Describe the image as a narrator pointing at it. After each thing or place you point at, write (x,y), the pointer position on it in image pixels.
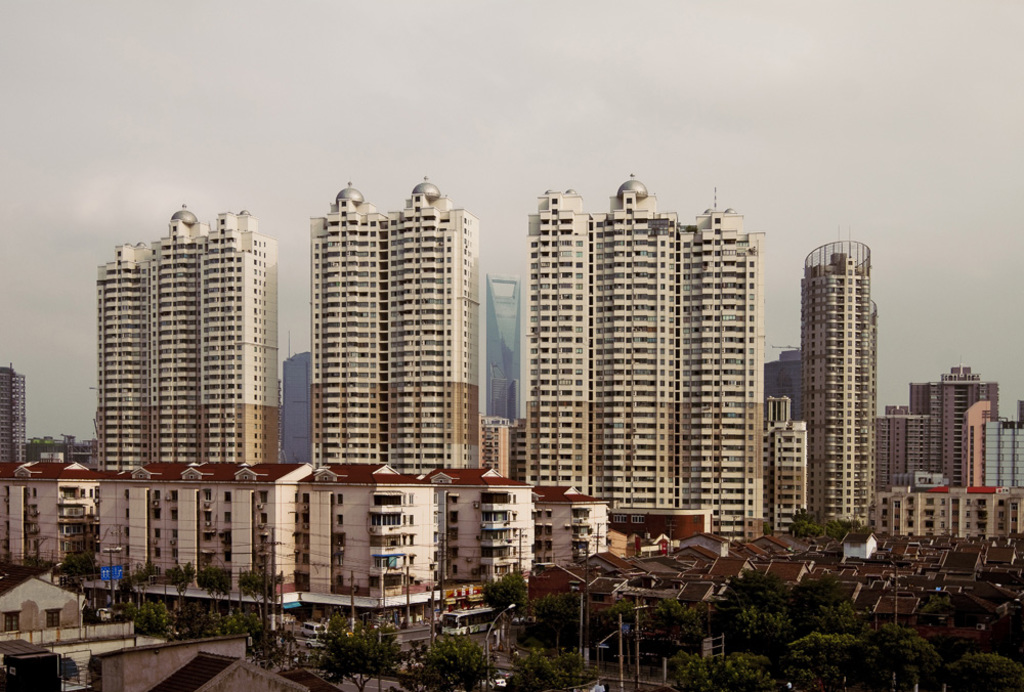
In the center of the image (575,344) buildings (661,344) are there. At the bottom of the image (707,605) we can see poles (621,654), trees (551,626), bus (484,627), road (478,638), board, electric light pole (617,632) are there. At the top of the image (355,83) sky (347,83) is there.
